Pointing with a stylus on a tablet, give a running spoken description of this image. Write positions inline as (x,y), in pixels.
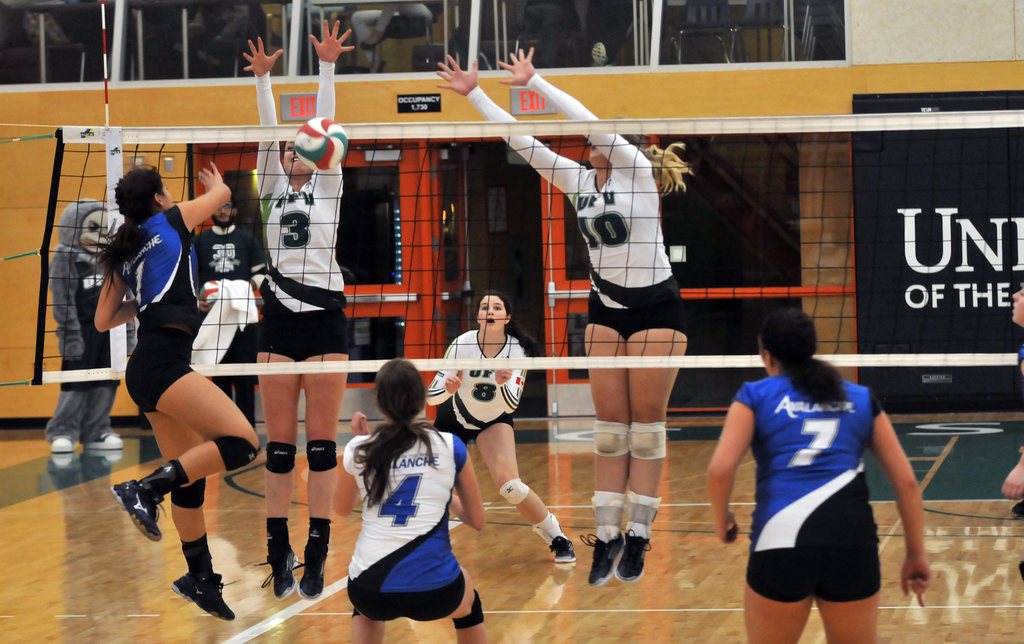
In this picture I can see few women (599,503) playing Volleyball and I can see a net (549,125) and hoarding (893,234) with some text (945,283) on the back (969,190) and I can see couple of them (217,241) standing and a human (69,360) wore mask (96,218) and few people (197,24) seated on the chairs (771,21) on the top (376,12) and it looks like a volleyball court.
